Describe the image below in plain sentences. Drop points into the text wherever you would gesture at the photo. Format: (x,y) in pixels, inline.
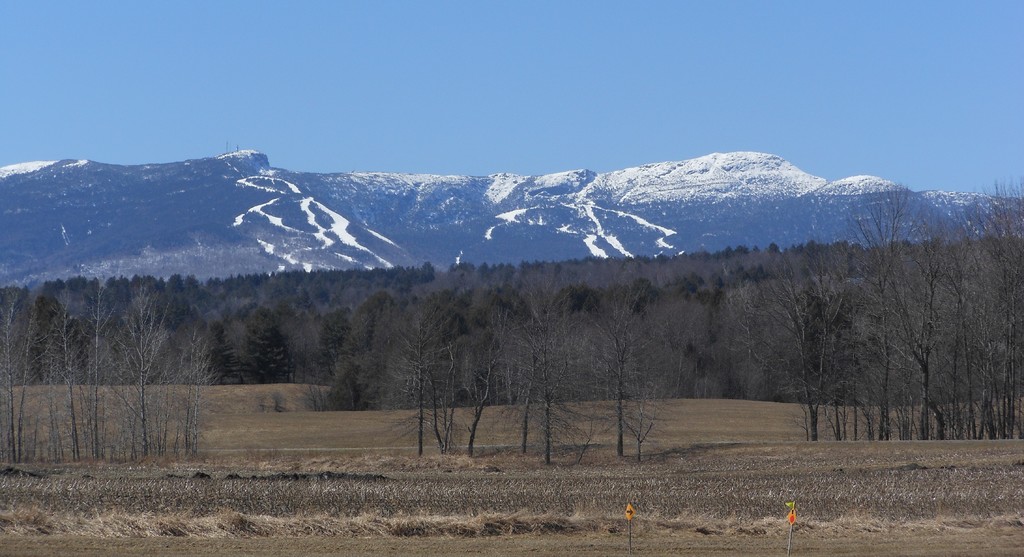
In this image there are trees (527,374) and there are mountains (609,195).
